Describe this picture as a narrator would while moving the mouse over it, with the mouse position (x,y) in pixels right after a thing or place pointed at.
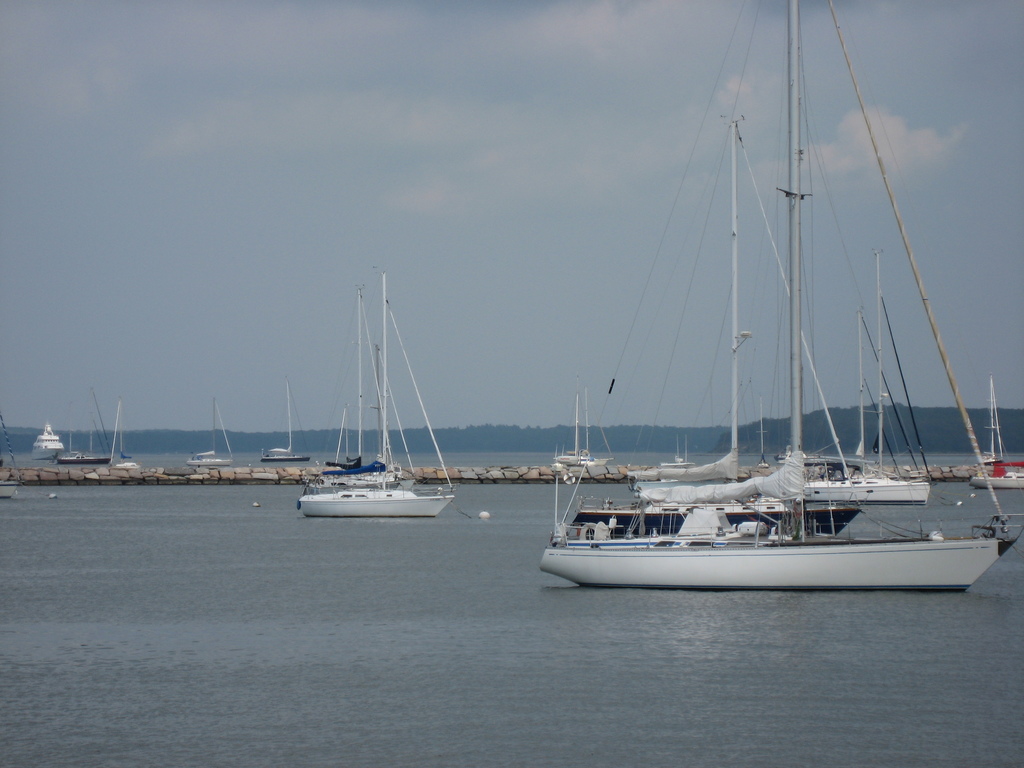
These are the boats (721,532) which are in white color in the water (470,666). At the top (551,193) it's a sky (522,212).
